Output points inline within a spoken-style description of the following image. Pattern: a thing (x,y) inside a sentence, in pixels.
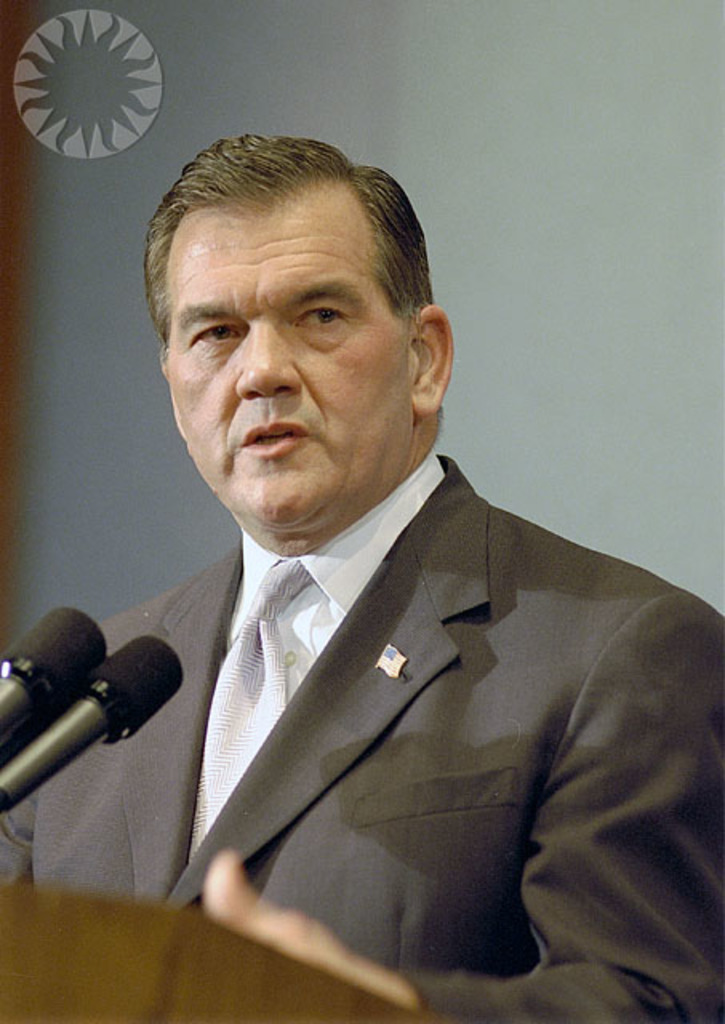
In this picture we can see a man (523,799) wore blazer (197,896), tie (211,740) and standing at podium (45,988) and talking on mic (49,626).
